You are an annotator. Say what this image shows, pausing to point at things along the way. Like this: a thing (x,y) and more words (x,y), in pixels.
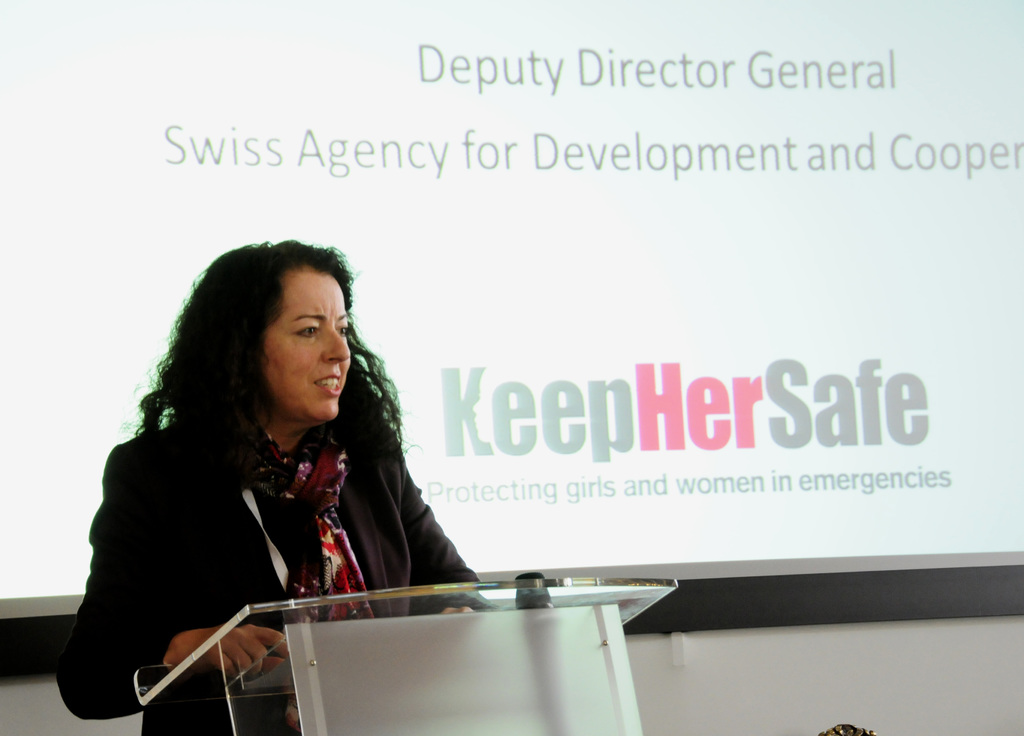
This woman (268,470) wore scarf (299,494) and smiling. In-front of this woman (309,502) there is a podium (412,636). Backside of this woman (275,476) there is a screen (680,398).
